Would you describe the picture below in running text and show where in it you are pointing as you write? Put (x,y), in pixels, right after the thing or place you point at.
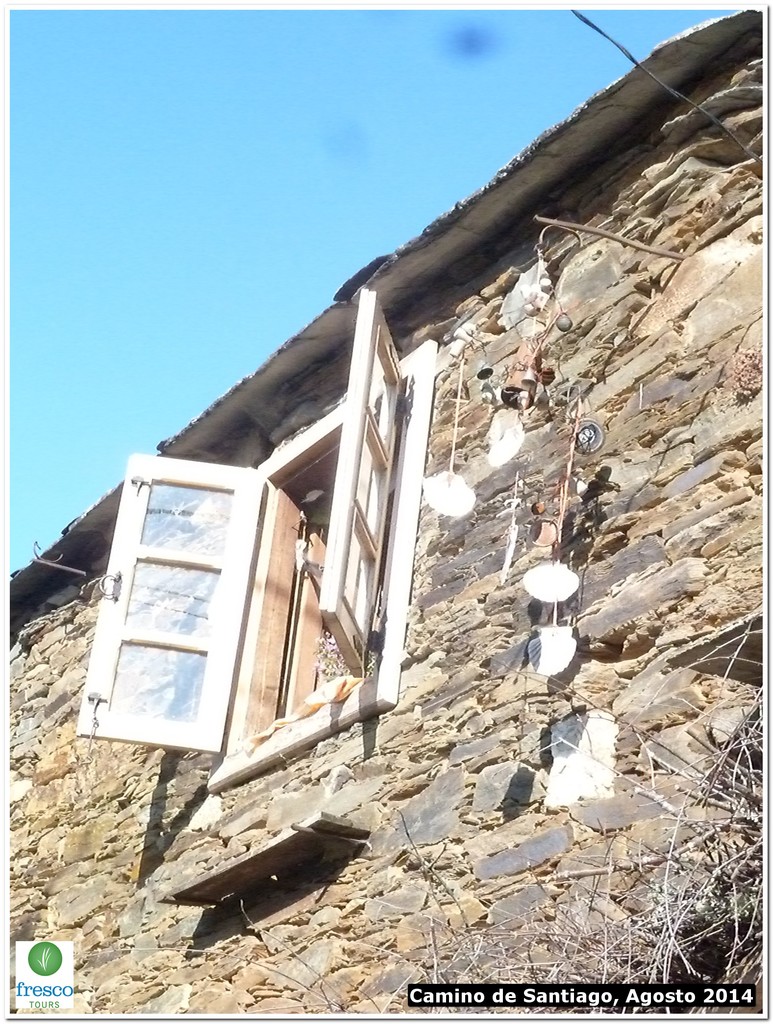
In this image, we can see a wall (233,810) with windows (376,566) and some objects (574,740). We can also see some wooden sticks (723,808) on the right (702,886). We can also see the sky (157,240).
